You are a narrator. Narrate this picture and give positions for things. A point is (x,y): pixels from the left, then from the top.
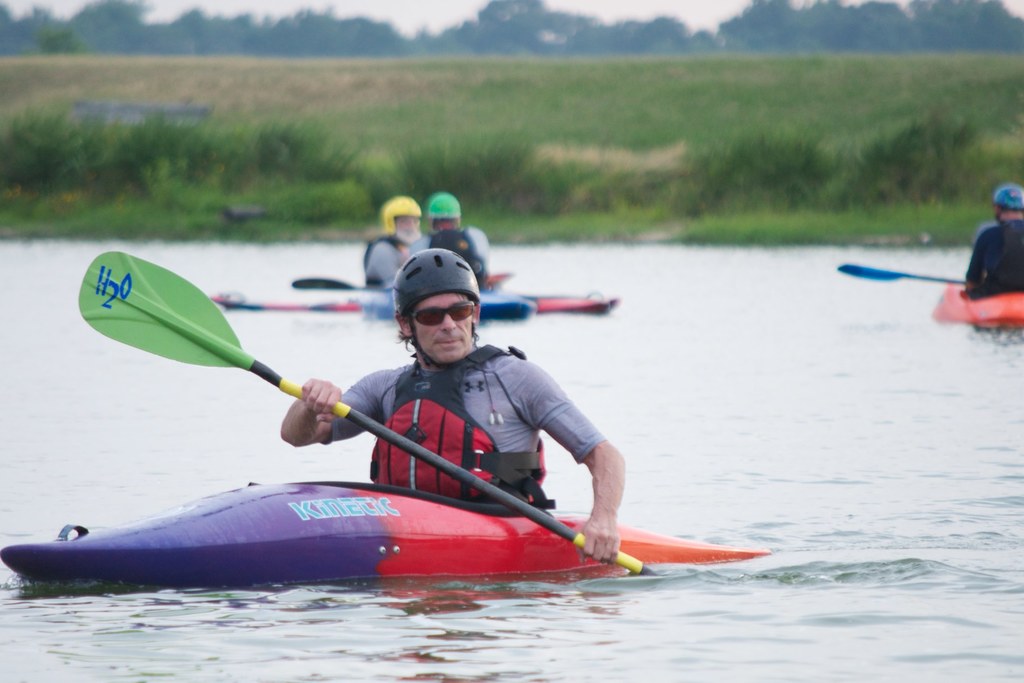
In this picture we can see water (900,562) at the bottom (959,531), there are four boats (515,524) in the water (494,342), we can see four persons (440,313) are rowing, they wore helmets (436,284), a person (471,265) in the front (469,408) is holding a paddle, in the background (215,148) there are some plants (573,146) and trees (856,8).
